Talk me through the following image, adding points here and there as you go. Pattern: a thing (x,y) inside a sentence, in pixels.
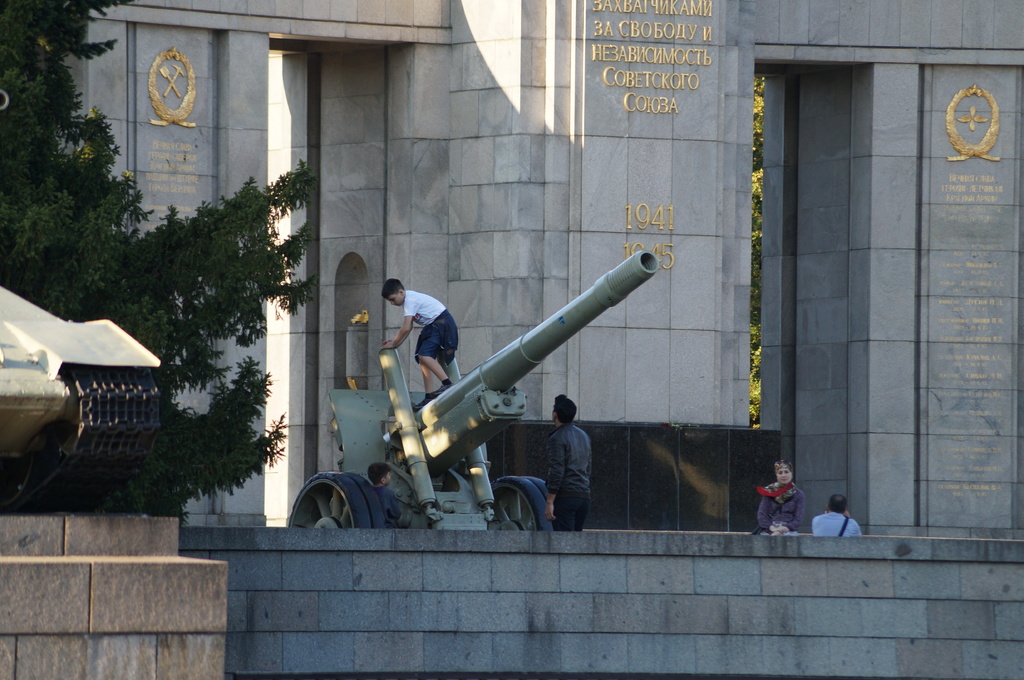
This is the picture of a place where we have a cannon (430,470), trees (132,274), some people (429,385) and some things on the wall (231,71).
